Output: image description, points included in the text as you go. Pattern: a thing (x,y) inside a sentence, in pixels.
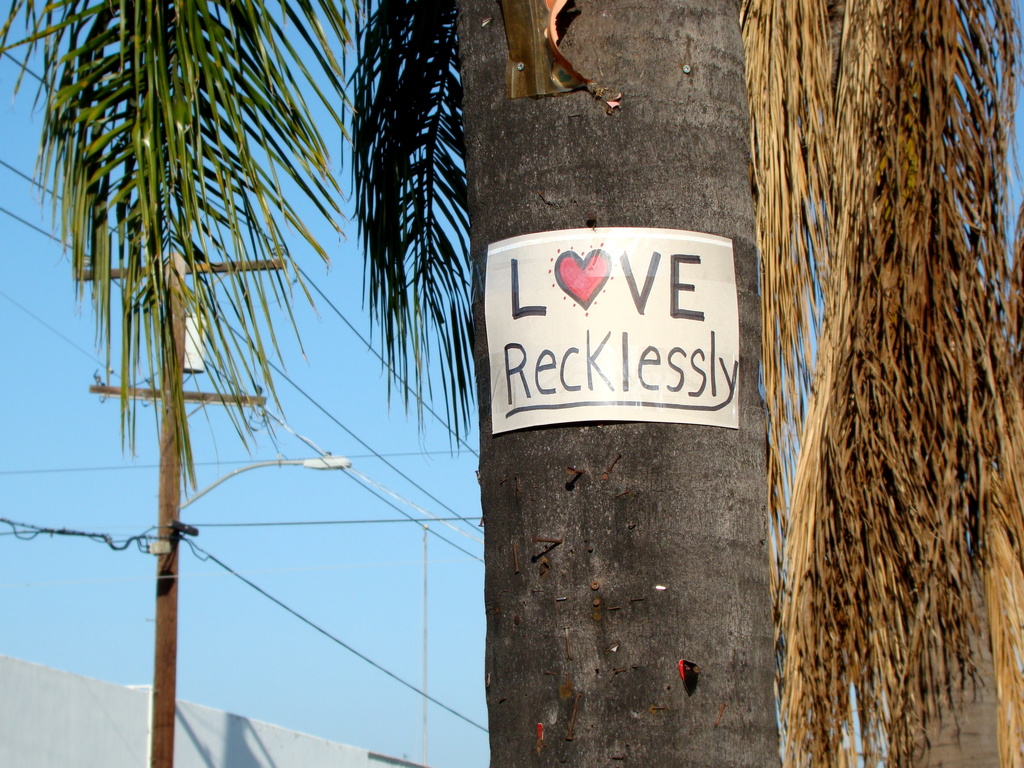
In the picture we can see a tree branch (692,615) with a long leaves (958,389) to it on the tree branch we can see a board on it, we can see love recklessly written on it and besides the tree (817,615) we can see an electric pole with wires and a street light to it, in the background (259,683) we can see a sky (417,557).
